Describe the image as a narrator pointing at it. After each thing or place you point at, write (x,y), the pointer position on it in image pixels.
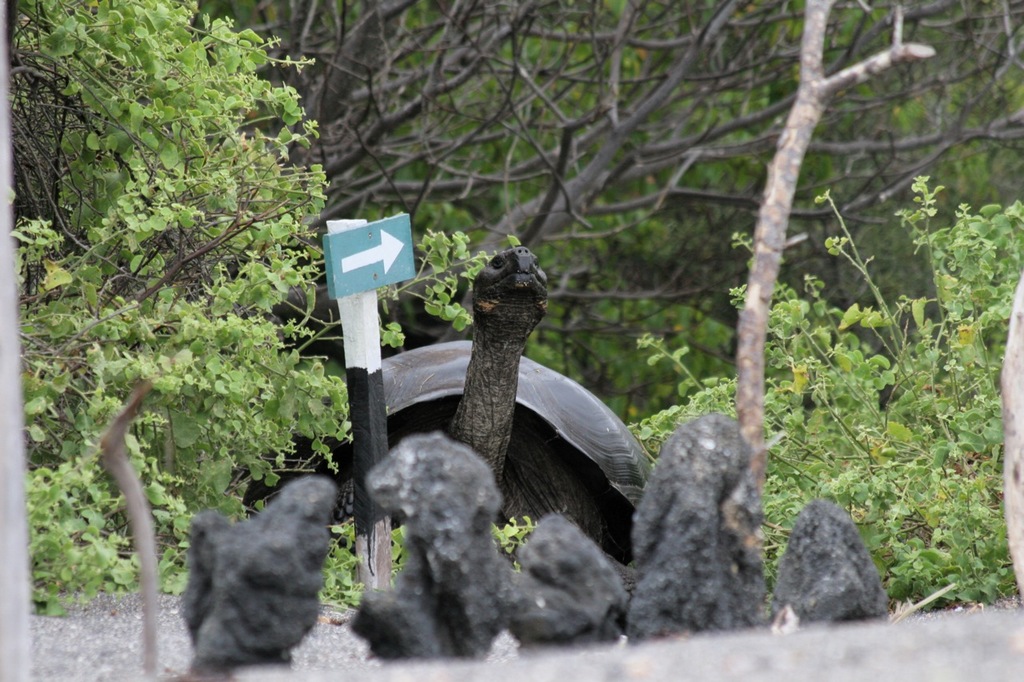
This image is taken outdoors. At the bottom of the image (94,646) there is a road (433,665). In the background (554,269) there are many trees (175,237) and plants (747,242) with stems (1011,527), branches (312,141) and green leaves (165,304). In the middle of the image (459,362) there is a big tortoise (474,425) on the ground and there is a signboard (338,257). There are a few stones (551,594) on the ground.
